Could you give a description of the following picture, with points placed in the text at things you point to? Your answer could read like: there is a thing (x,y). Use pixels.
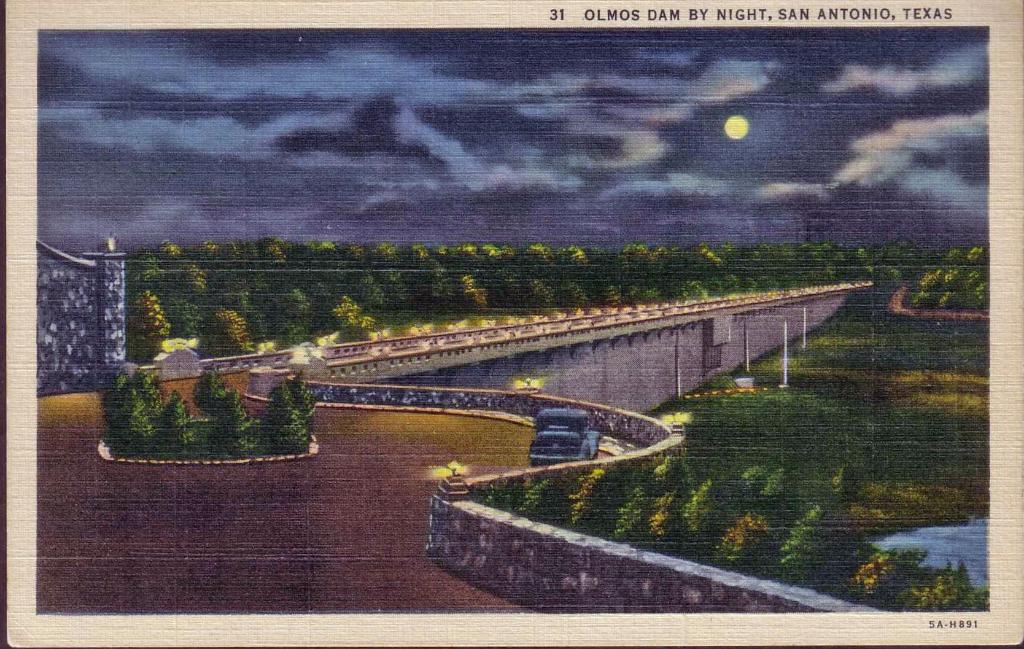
In this image there is a picture of a postcard (275,468), in the postcard (270,502) there is a car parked and there is a bridge (518,329), on the either side of the bridge (527,320) there are trees (507,290), at the top of the image (423,214) there is a moon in the sky (317,229).
